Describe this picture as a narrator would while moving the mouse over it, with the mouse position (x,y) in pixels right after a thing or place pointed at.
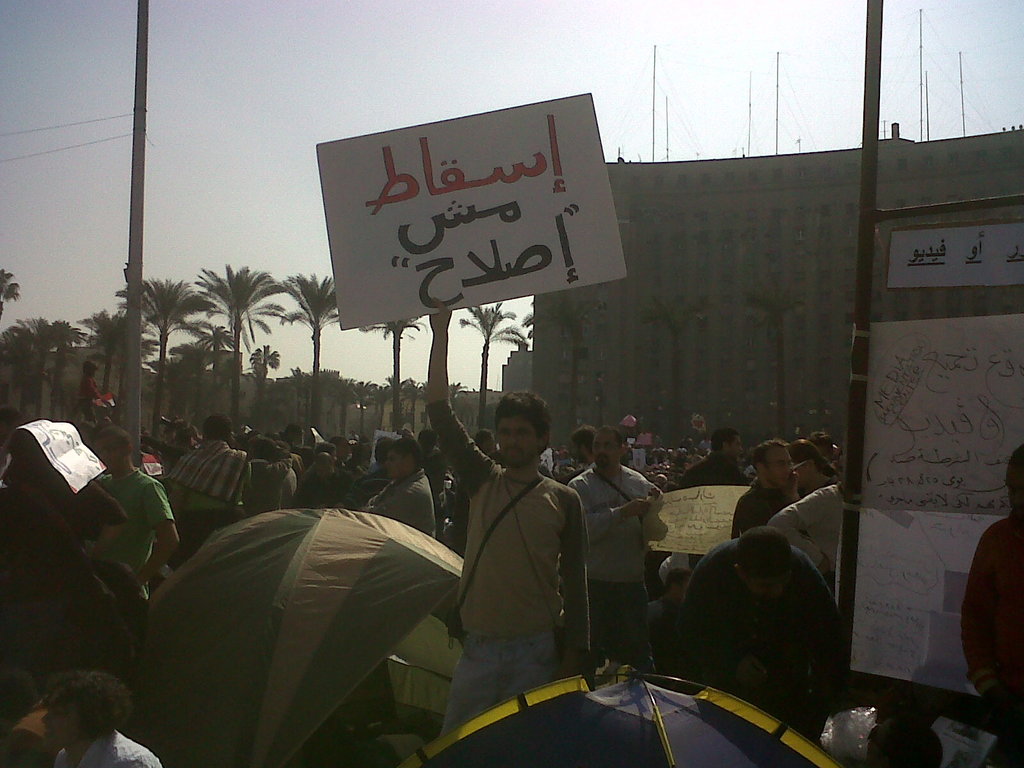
In this image I can see a crowd (368,498) on the road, tents (738,701) and boards (927,382). In the background (242,352) I can see a building (818,337), trees (307,389), houses (245,395), poles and the sky (659,95). This image is taken may be during a day.
